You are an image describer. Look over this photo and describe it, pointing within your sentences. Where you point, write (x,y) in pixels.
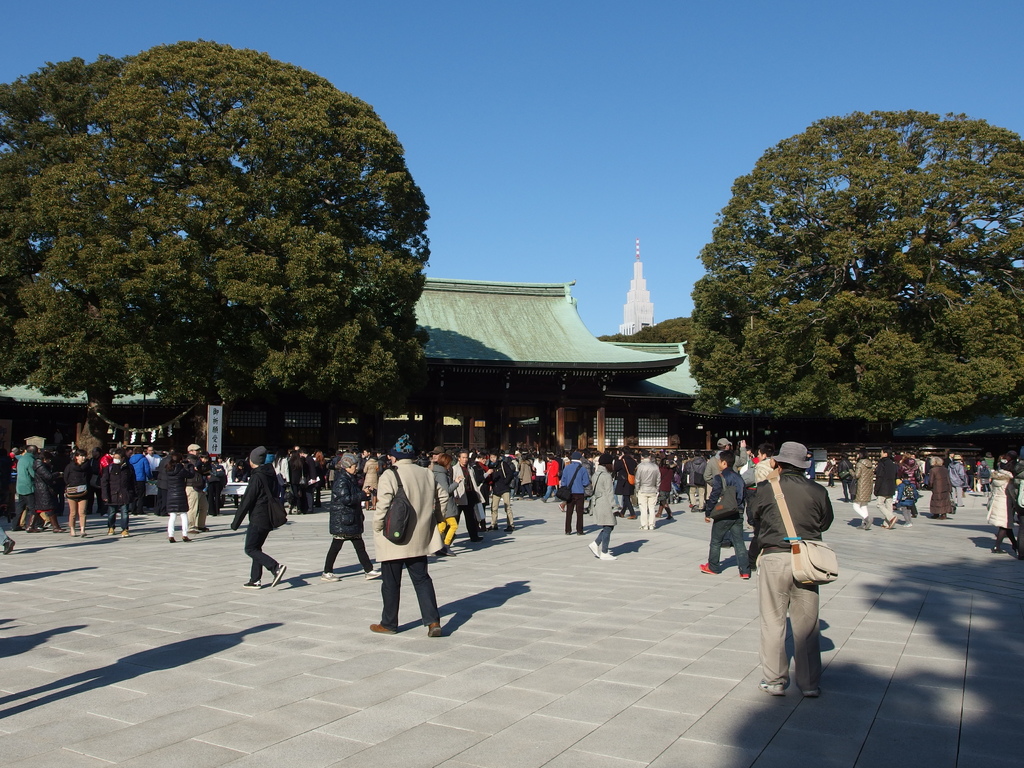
In the middle of the image (553,454) few people (741,570) are standing and walking and holding some bags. Behind them there are some trees (955,375) and buildings (529,409). At the top of the image (466,225) there is sky (920,41).
